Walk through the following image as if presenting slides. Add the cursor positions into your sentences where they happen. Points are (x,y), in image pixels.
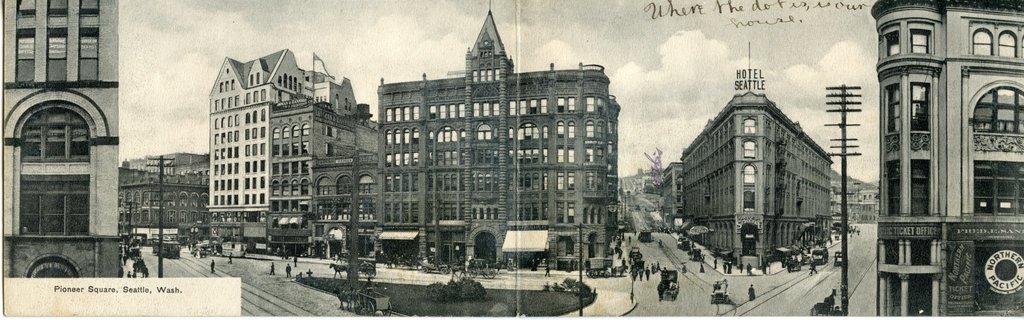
In this picture we can see few buildings (509,103), poles (312,90), vehicles (205,245) and group of people (626,247), at the top (723,8) and bottom of the image (144,294) we can see some text (693,13), in the background (691,138) we can see clouds (686,87) and it is a black and white photograph.
